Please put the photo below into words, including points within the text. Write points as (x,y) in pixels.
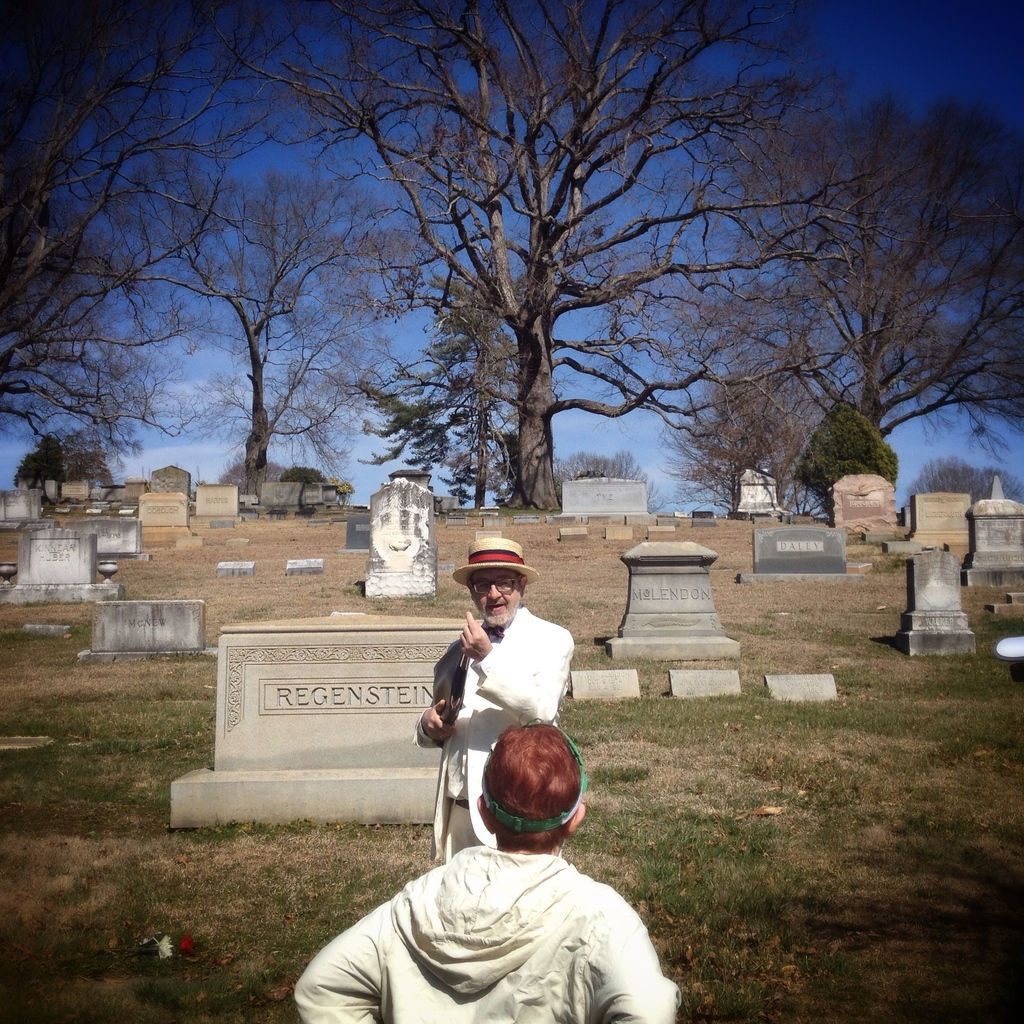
In this image there are two men (468,804) who are facing each other. The man (492,665) in the middle (478,656) is holding the book (449,681) and wearing the hat (482,545). In the background (215,545) it seems like a graveyard (456,501) where there are so many stones (359,545) on the ground (748,527). In the background (241,351) there are trees (548,386). At the top (873,67) there is the sky (877,69).
